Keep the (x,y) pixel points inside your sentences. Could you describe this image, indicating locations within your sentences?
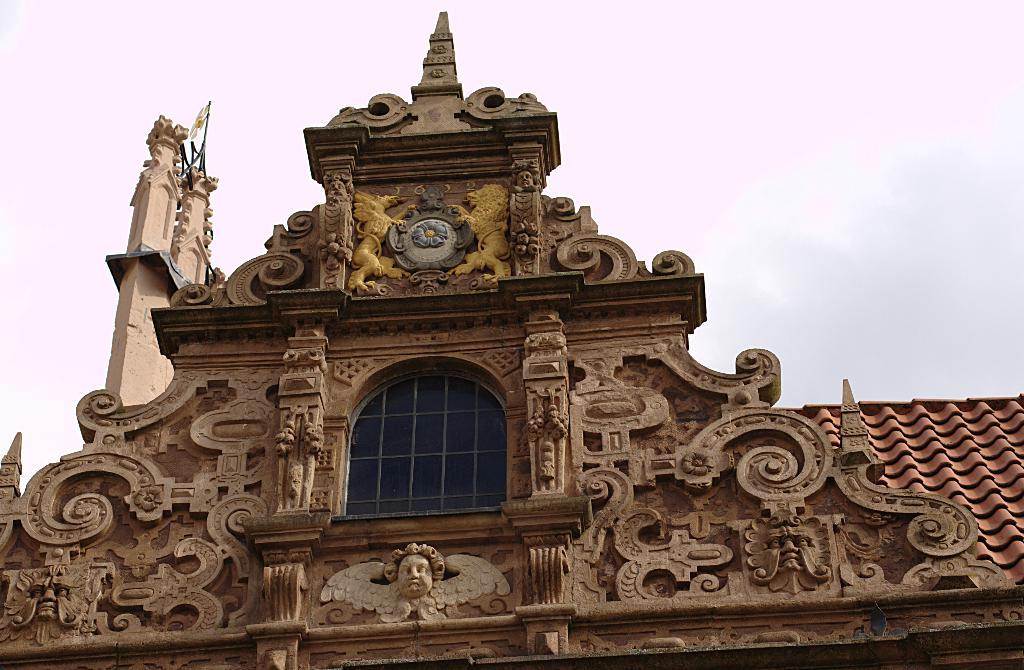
In this image we can see the construction of a holy place (446,659). Here we can see the glass windows (457,434) and statues (366,218). This is a sky (219,144) with clouds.
